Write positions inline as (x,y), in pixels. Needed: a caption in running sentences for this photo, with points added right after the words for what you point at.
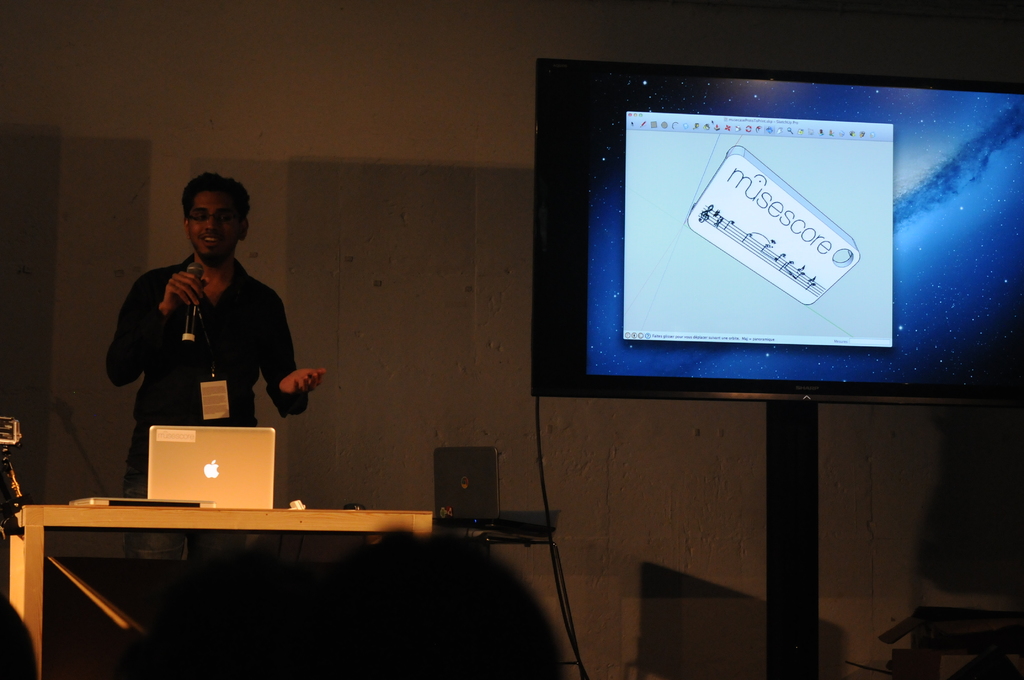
In this picture there is a man (196,296) standing and holding a mic (190,310) in his hand (179,300). There is a laptop (235,471) on the table (262,526). There is also another laptop (476,513) on the table (192,518). There is a screen (783,292) and a box (937,667).
